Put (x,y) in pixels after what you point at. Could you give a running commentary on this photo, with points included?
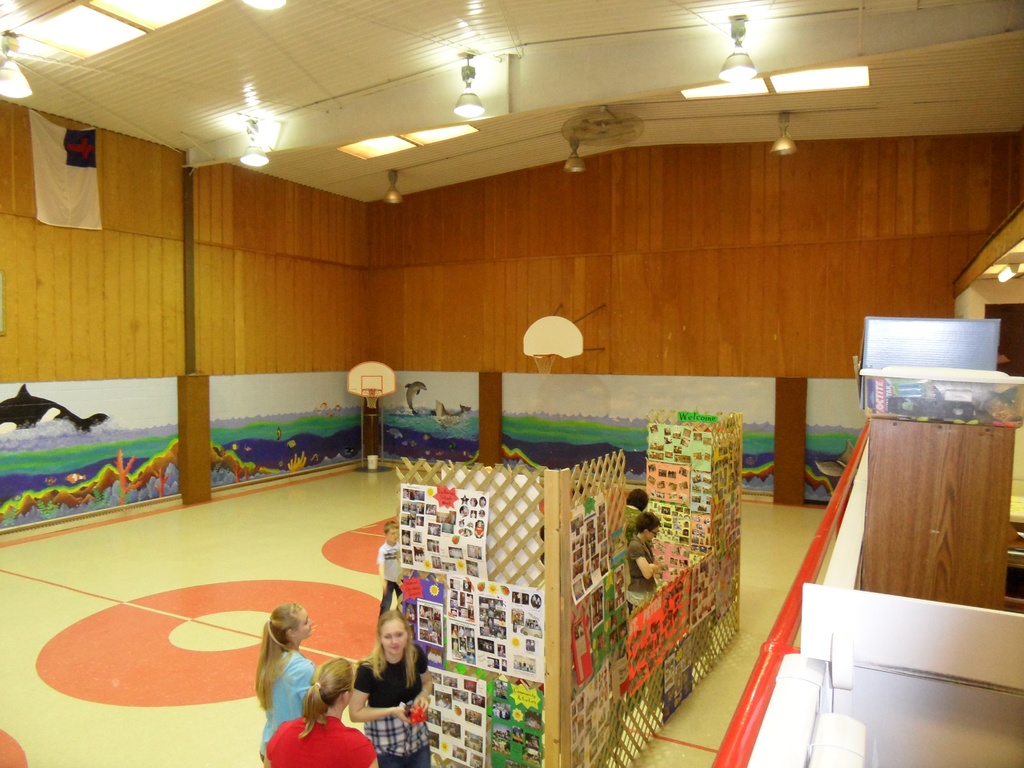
In this image we can see these people (394,647) are standing on the floor (315,520). Here we can see the wooden board (724,508) on which we can see many photo frames (664,602), here we can see a wooden cupboard (926,433) on which a few objects (886,324) are kept. In the background (369,419), we can see the wooden wall (395,354) where a net stand (562,328) is kept and we can see the lights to the ceiling (867,114).
